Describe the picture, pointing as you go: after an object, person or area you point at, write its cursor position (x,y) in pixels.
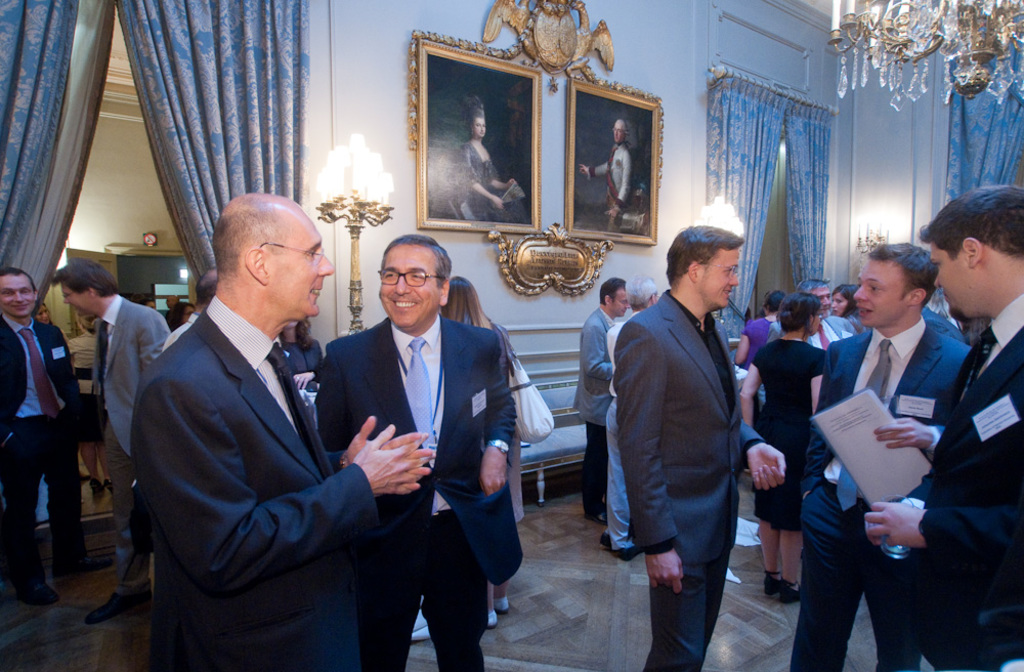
In this image we can see a group of people (403,509) standing on the floor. In that a man (834,551) is holding a paper (905,462) and the other is holding a glass (894,556). On the backside (521,205) we can see a plaque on a wall (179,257), some curtains (207,228), a door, some candles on the stands (357,330), a sofa (554,452), a chandelier (875,54) and some photo frames (515,168) on a wall (440,238).
